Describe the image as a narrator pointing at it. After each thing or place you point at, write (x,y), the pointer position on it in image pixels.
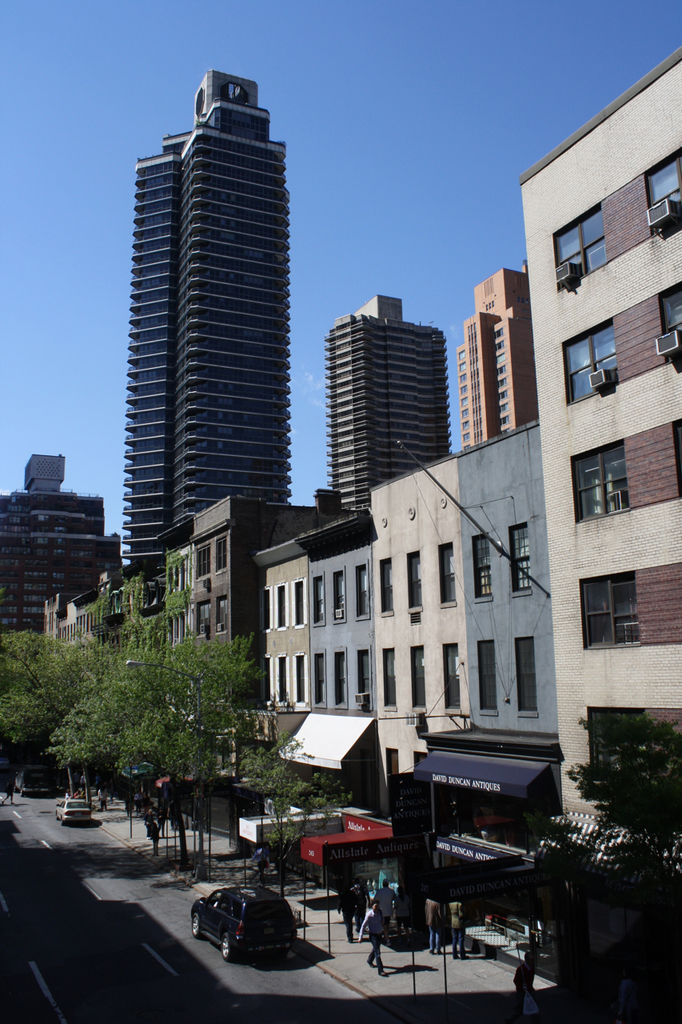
This picture consists of a road (296,970), on the road (288,964) there are some vehicles (257,923), beside the road (155,993) there are some trees (80,714) and persons (366,895) walking in front of building (156,574), building (212,577) visible in the middle (354,671), at the top (409,88) there is the sky (347,101).
